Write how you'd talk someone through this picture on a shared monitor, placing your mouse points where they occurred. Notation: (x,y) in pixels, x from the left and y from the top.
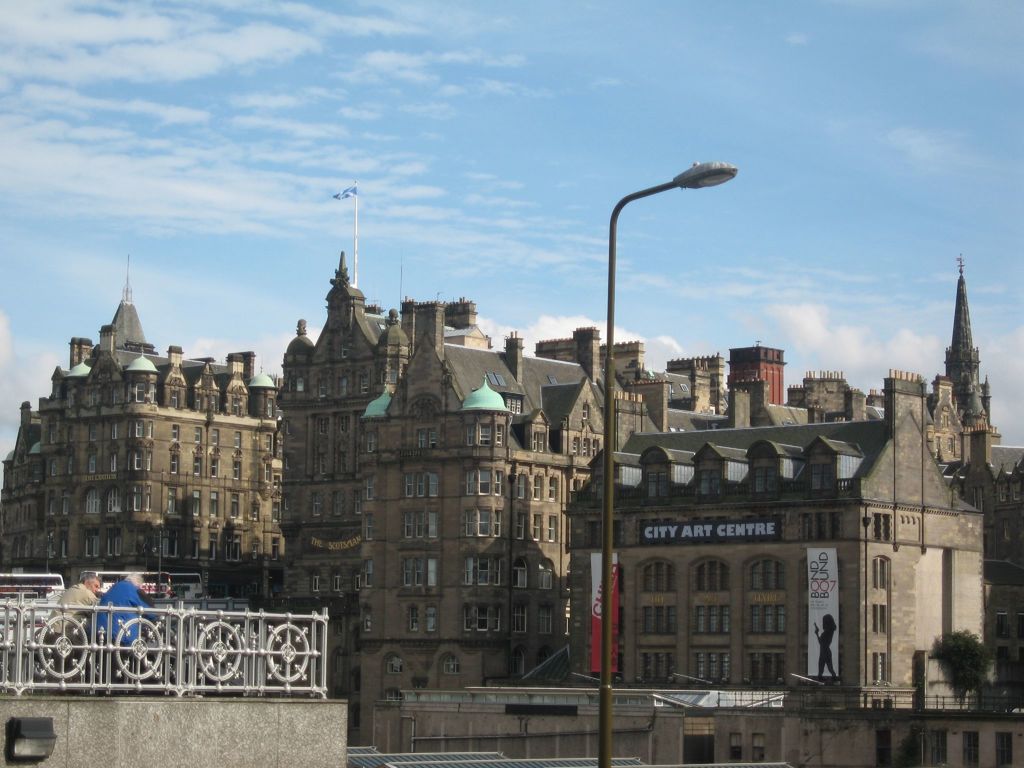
In this image, there are a few buildings (838,454), people (116,638), a pole (679,180) and a flag (344,193). We can see a plant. We can see some boards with text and the sky (840,280) with clouds (333,202).
